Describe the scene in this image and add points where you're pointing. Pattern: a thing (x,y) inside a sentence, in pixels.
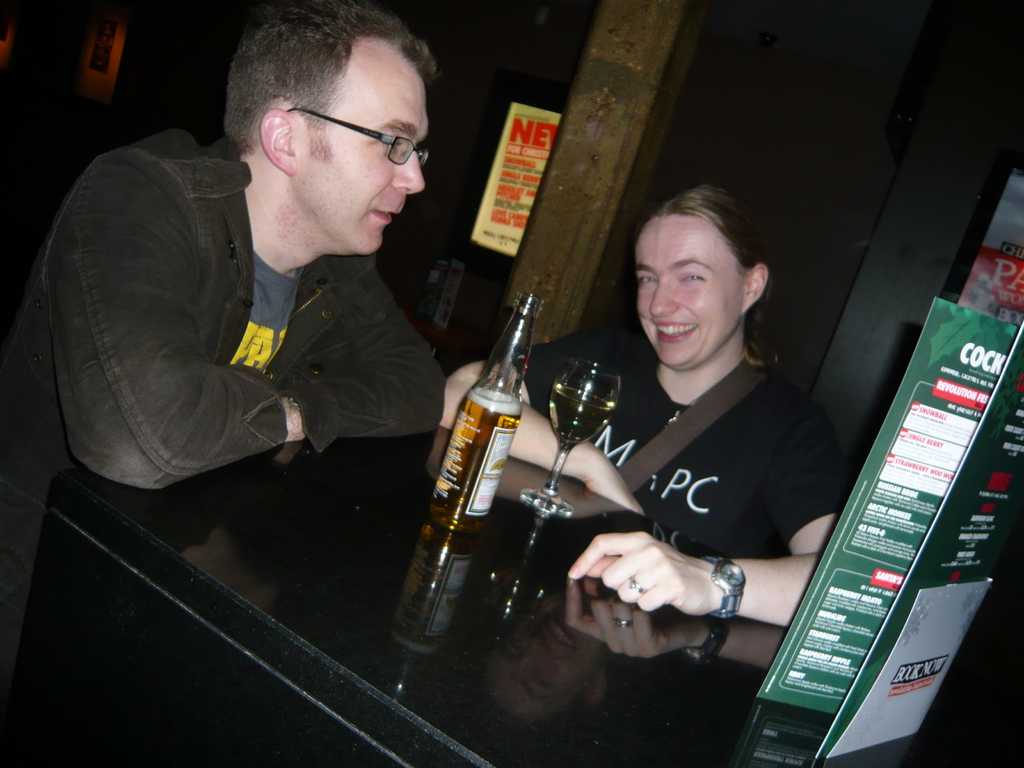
In this picture we can see two persons (389,306) standing and in front of them we can see bottle (497,463), glass (595,406) with drink (582,424) in it and on right side (731,260) person (662,324) smiling and in the background (519,144) we can pillar (609,84), poster (535,149), banner (998,272).
